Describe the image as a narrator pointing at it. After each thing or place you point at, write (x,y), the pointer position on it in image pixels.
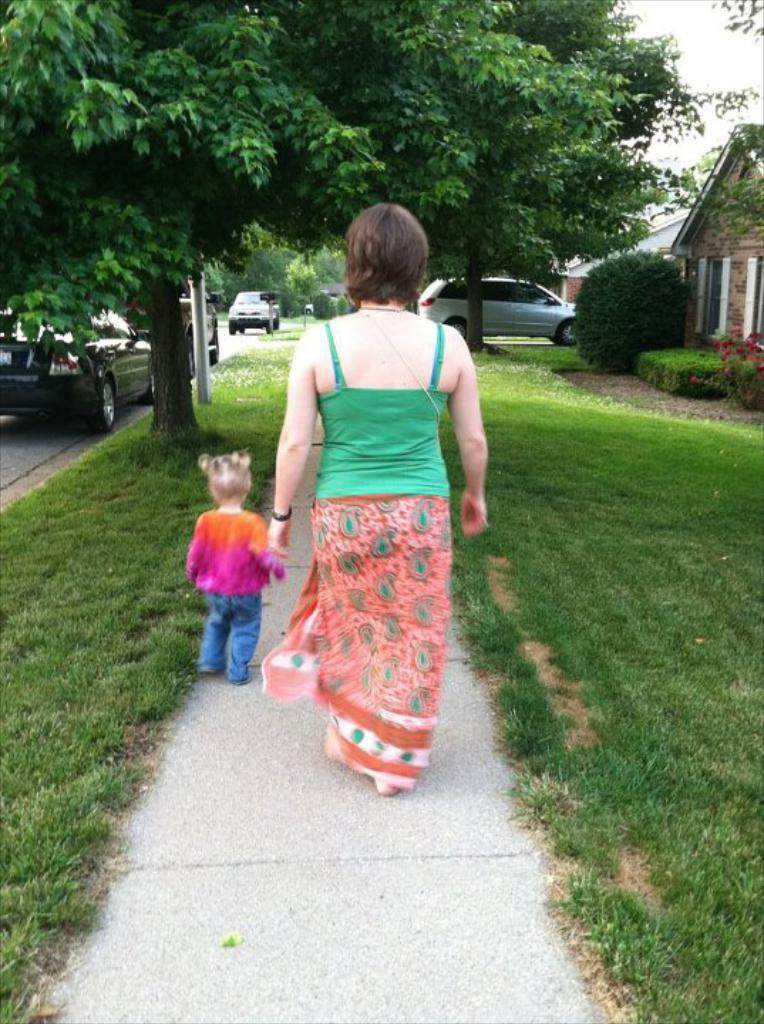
In this image, we can see two people (361,455). We can see the ground (420,836). We can see some grass (569,765). There are a few plants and trees (475,340). We can also see some vehicles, poles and houses (715,267). We can also see the sky (655,15).
